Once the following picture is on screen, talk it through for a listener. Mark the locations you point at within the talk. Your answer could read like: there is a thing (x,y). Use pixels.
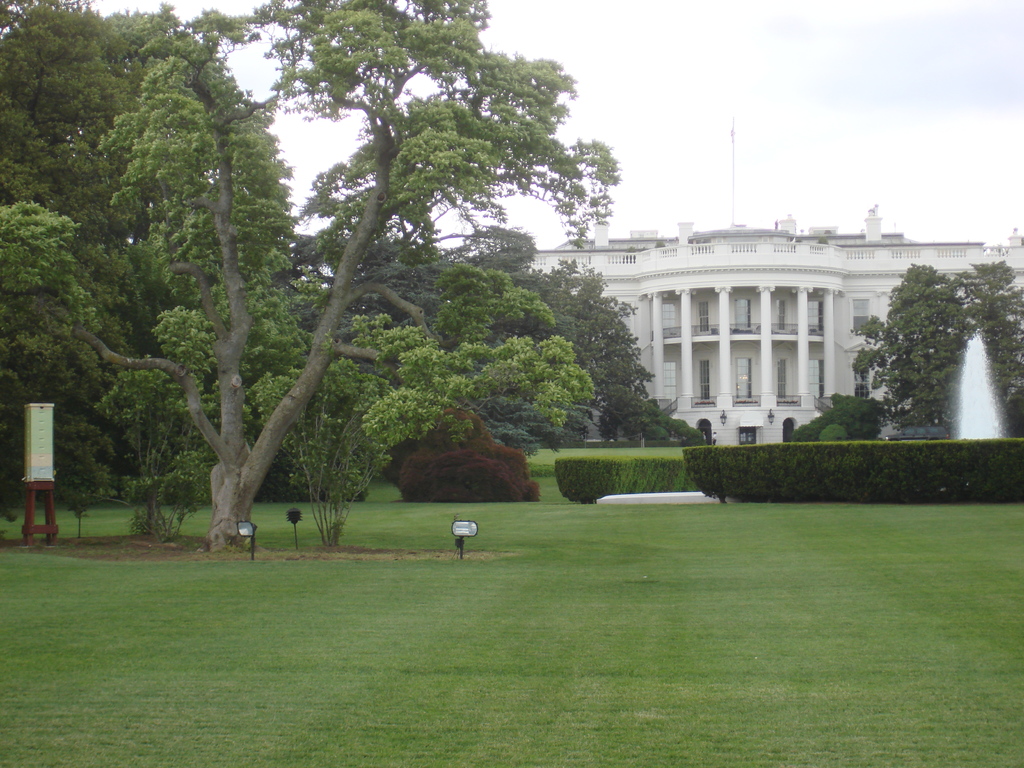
In this image, we can see so many trees (17,452), plants (990,496), grass (522,581). Here we can see few lights (297,528), some object (54,529). Right side of the image (969,418), we can see water fountain (968,405). Background (837,331) there is a building (821,322), wall (852,350), pillars (768,376), windows (749,372), railings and sky (694,186).
